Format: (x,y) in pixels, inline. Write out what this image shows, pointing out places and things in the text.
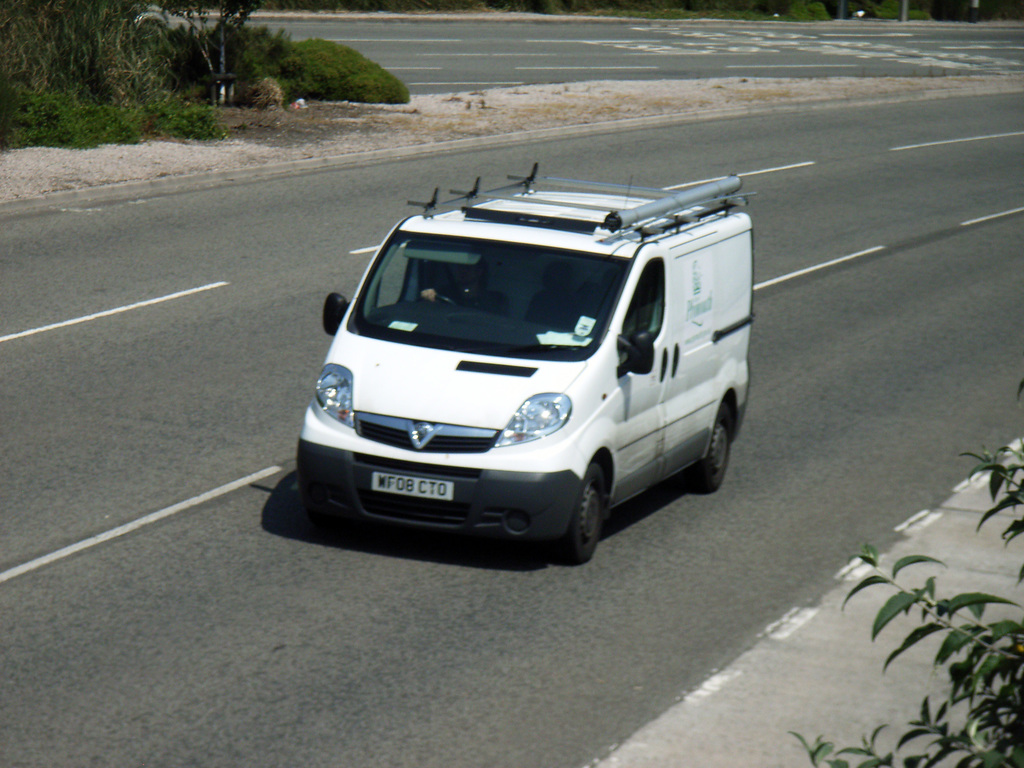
In this image we can see a person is driving a vehicle (553,375). There is a two way road (856,211) in the image. There are many plants (949,12) in the image.
